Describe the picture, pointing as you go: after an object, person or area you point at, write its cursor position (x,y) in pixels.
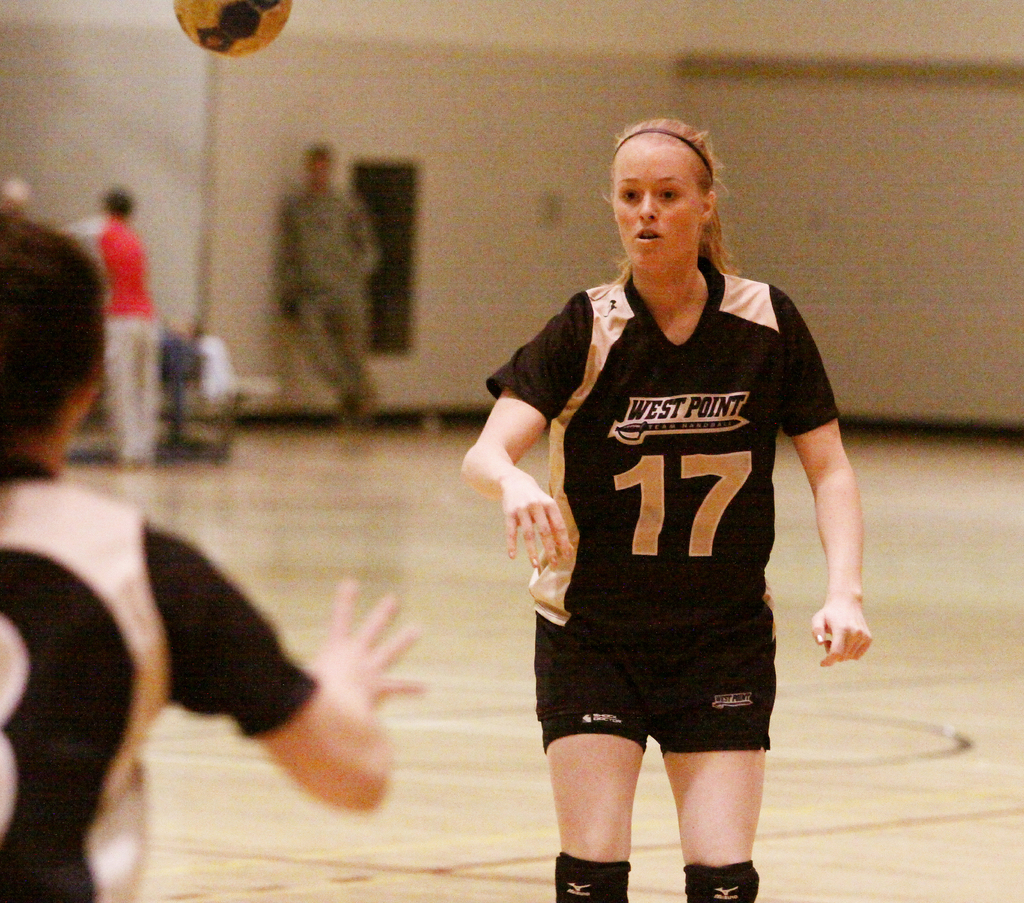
In this image in the foreground (645,426) there is one woman (631,428) who is standing, and it seems that she is playing something and on the left side (85,504) there is another person (53,610) and there is one ball (239,22) at the top (200,22). In the background (199,305) there are some people (313,288) and wall (860,278) and objects (176,392), at the bottom (417,820) there is floor (889,702).
